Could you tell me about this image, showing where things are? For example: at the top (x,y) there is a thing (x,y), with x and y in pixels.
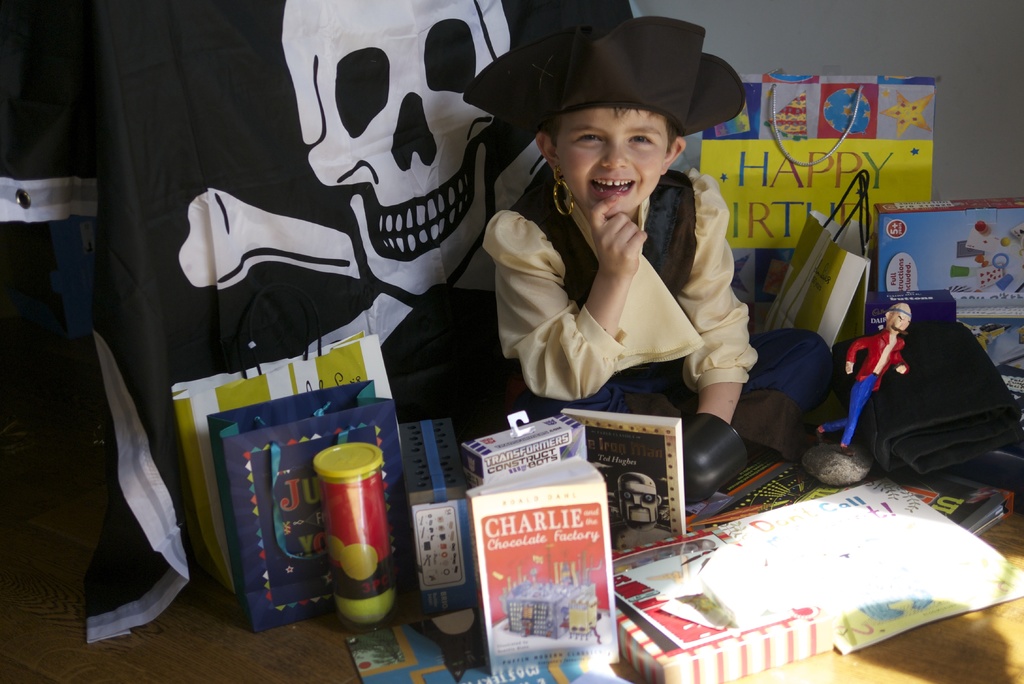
In this image we can see a boy (671,338) wearing a hat (598,101) is sitting on the ground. In the foreground of the image (643,581) we can see some books (534,592), container (382,597), a toy (880,346), paper (885,516) and some bags (831,189) placed on the surface (619,657). At the top of the image (298,102) we can see a flag (201,19).
